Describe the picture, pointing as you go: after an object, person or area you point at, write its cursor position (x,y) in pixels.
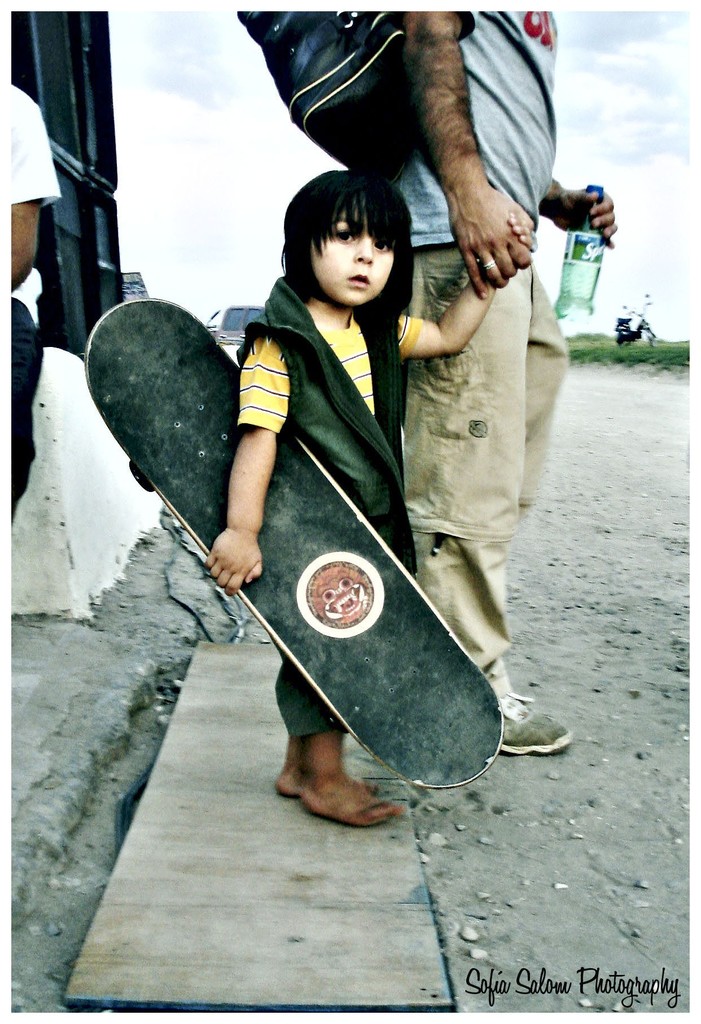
In this image there is a child (361,188) and a man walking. The child (323,317) holds a skateboard (171,383) and the man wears a backpack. There is some greenery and a bike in the background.
